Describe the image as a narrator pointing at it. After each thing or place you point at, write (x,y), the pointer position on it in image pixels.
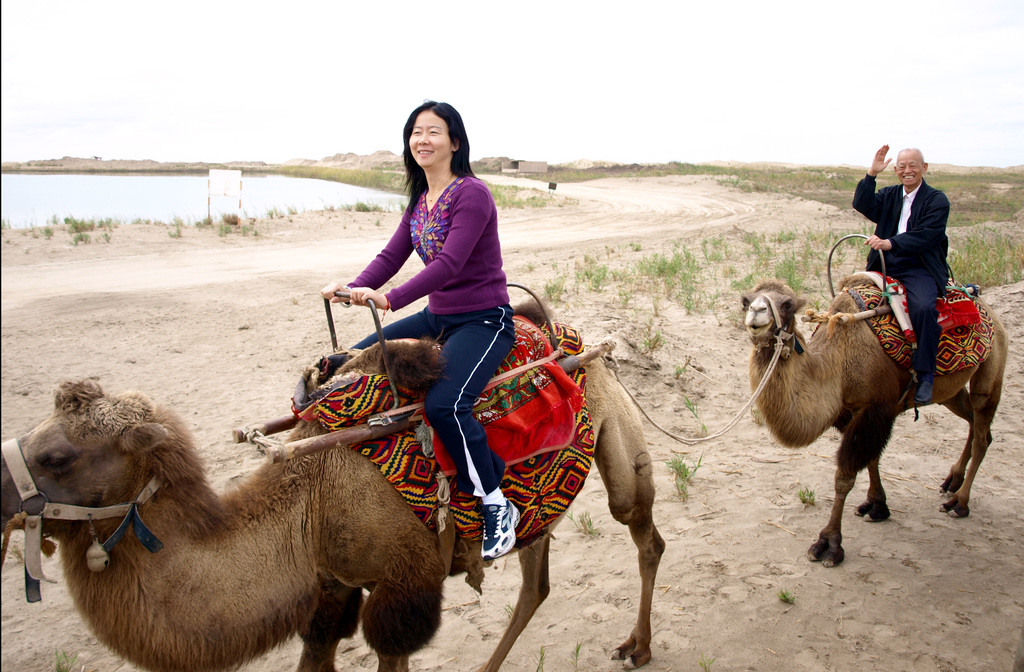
In this image I see 2 camels (344,548) on which I see a woman (453,260) and a man (903,211) sitting on them and I see that both of them are smiling and I see the sand (620,228) on which there is grass (500,186) and in the background (308,203) I see the water (148,195) over here and I see the clear sky (718,71).
